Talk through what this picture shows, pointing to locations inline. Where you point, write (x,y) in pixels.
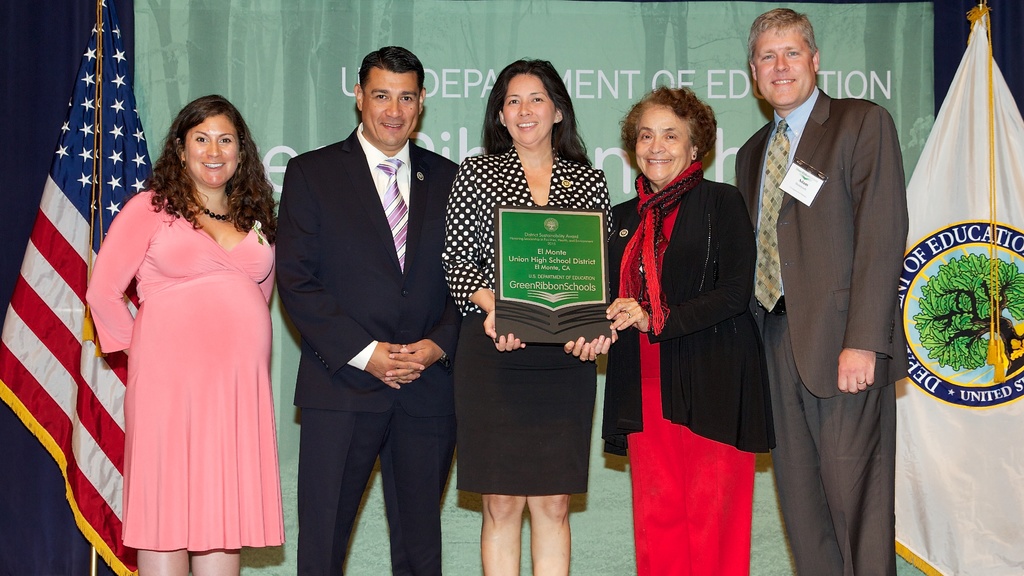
In this image I can see three women (220,179) and two men (740,174) standing and in the middle (665,293) two women (681,288) holding a board (555,323) and in the background (544,29) I can see the green color banner (933,40) and I can see the flags (102,176) on the right side (980,246) and on the left side (83,253).
